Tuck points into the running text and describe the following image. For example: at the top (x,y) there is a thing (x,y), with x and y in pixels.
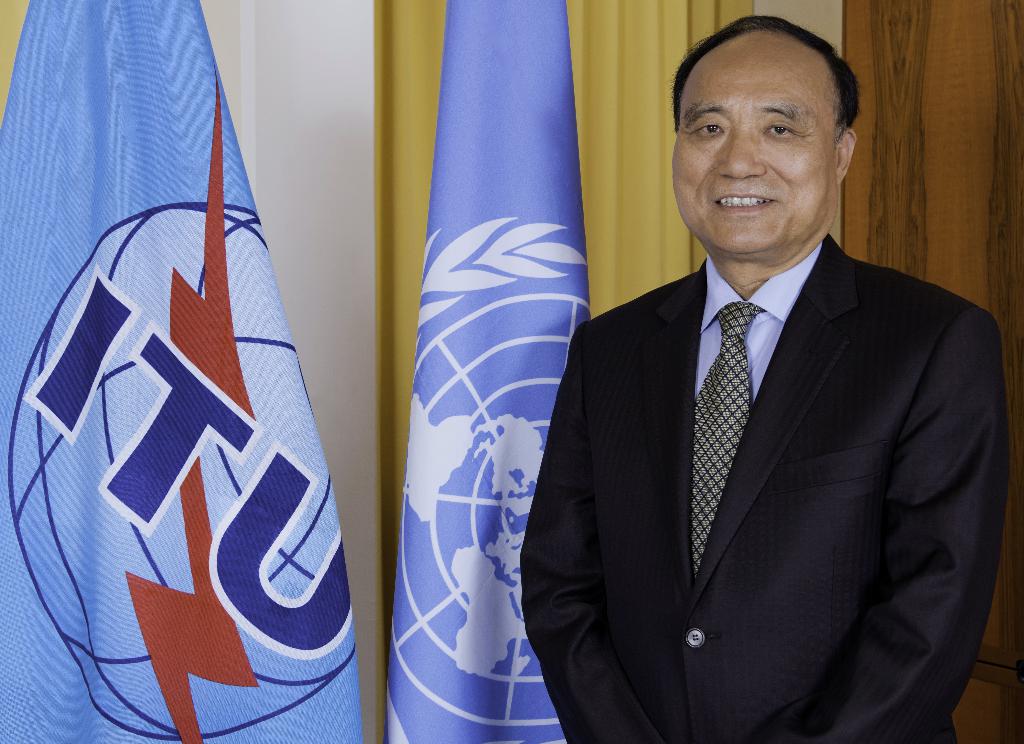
In this image we can see a person (736,409) smiling. Near to him there are flags (461,404). In the back (244,159) there is a wall (359,130) and curtain (392,87).
